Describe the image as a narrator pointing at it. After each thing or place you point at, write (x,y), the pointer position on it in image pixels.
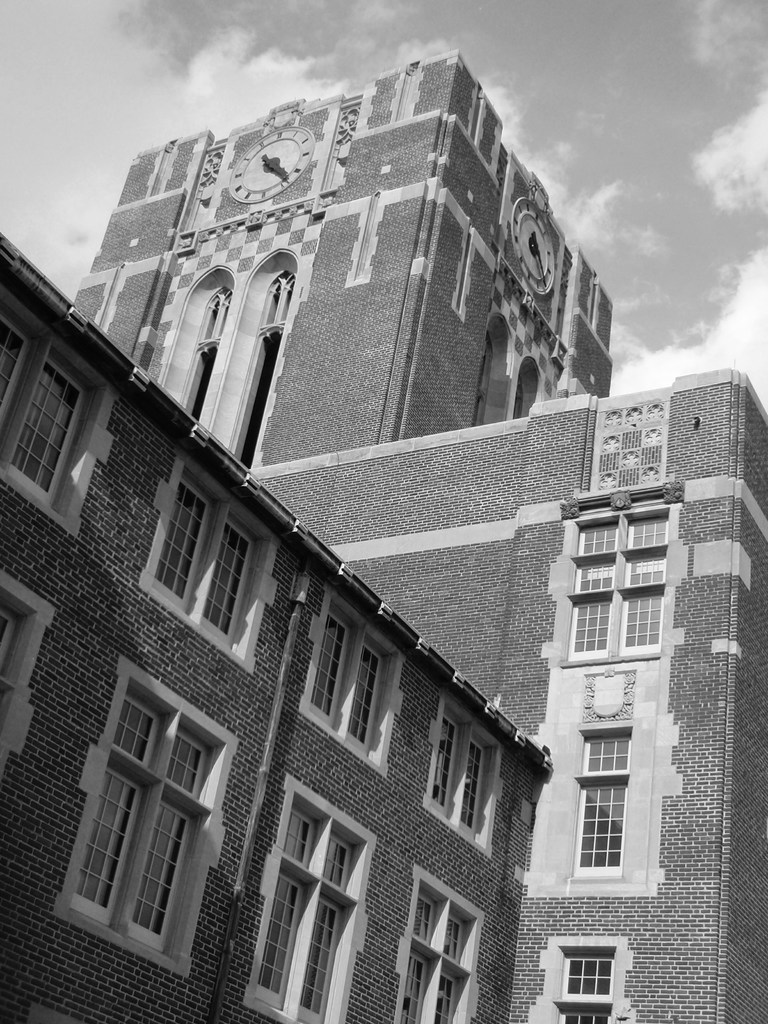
In this picture we can see clocks (244,162) on the building (428,417), and also we can see clouds (712,166).
